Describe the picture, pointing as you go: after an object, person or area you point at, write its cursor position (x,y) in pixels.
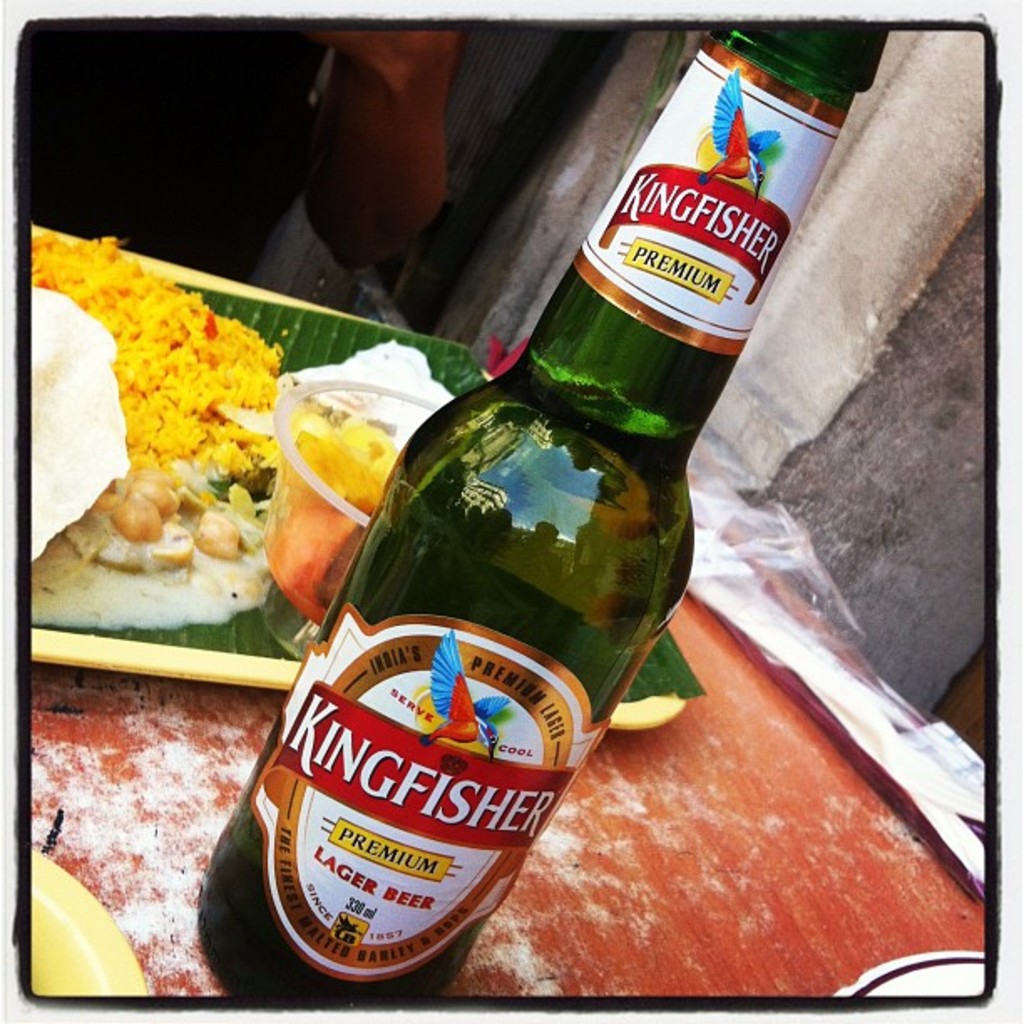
In this image i can see a bottle (550,583) and there is a label (314,874) attached to the bottle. and there is a food item (179,427) kept on the plate (58,642).
